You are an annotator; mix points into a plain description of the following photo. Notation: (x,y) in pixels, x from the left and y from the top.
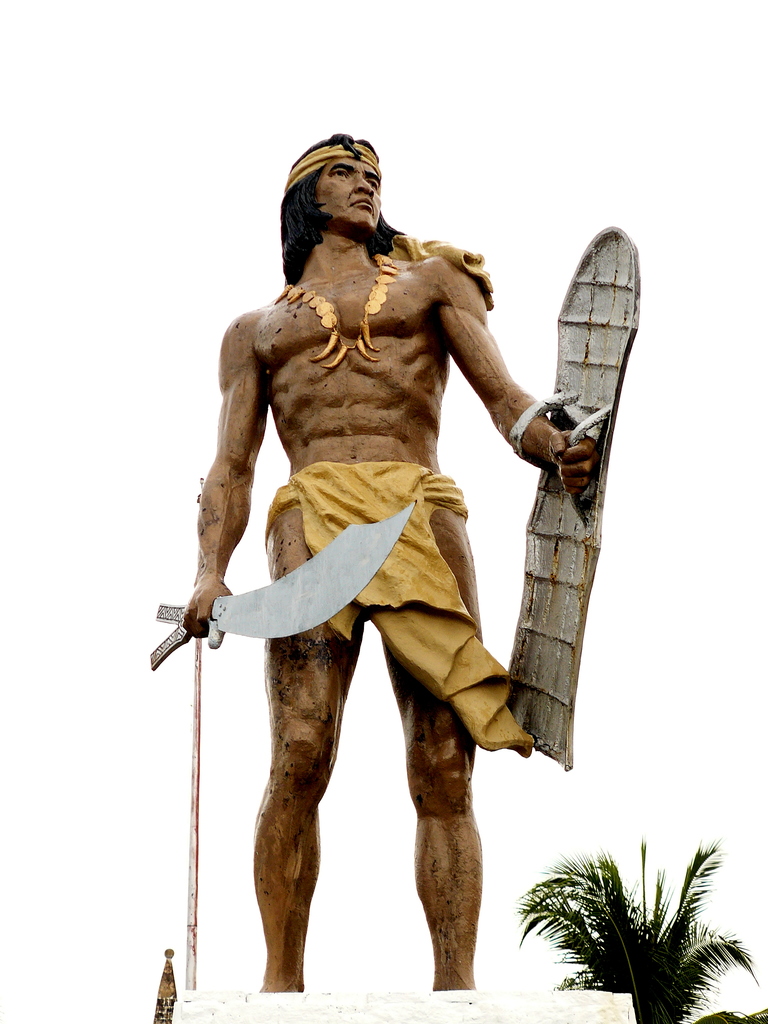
In this picture I can see a statue (353,558) of a person (251,403) standing and holding a war sword (360,579) and a war shield (533,732), there is a tree (680,933), and in the background (258,169) there is sky (378,721).
